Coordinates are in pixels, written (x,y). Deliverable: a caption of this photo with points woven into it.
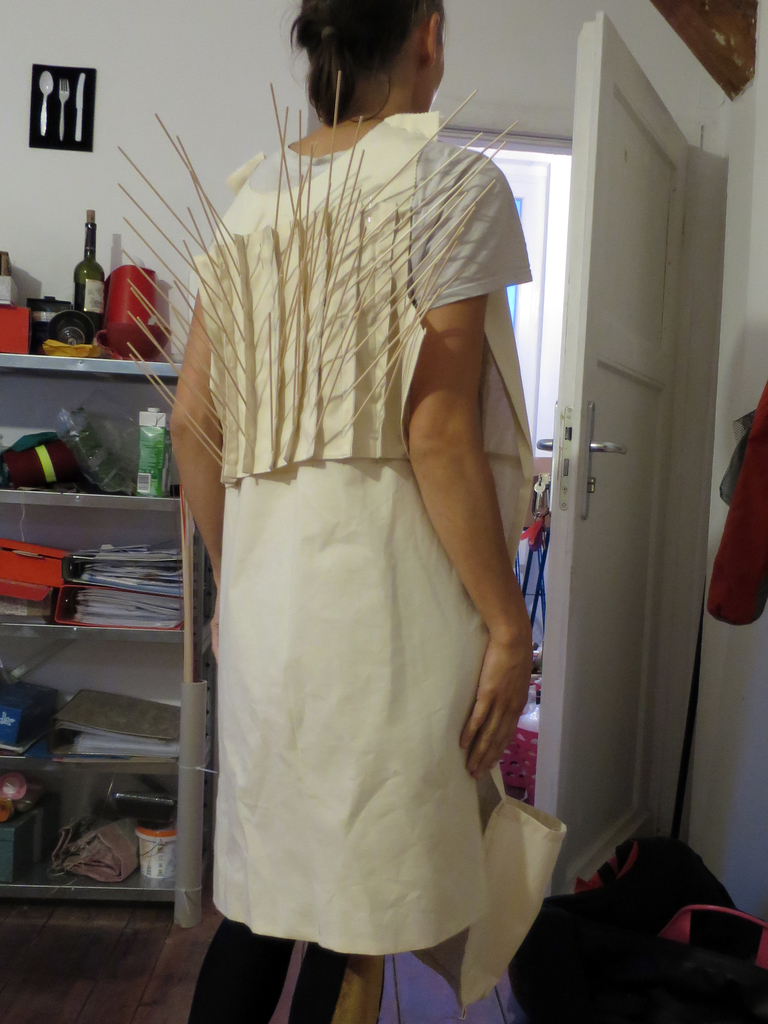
This picture is clicked inside the room (728,827). In this picture, we see a woman (342,688) is standing and she is wearing the dress (333,344) which is having the sticks (322,357). She is holding a bag (502,777) in her hands (481,735). On the left side (110,622), we see a rack (108,632) in which books (97,611), bags (117,412), glass bottle (91,291) and some other objects (91,350) are placed. In the right bottom (550,1018), we see a cloth (681,945) or a bag (726,964) in black color. Beside that, we see a white wall (740,670) and a red color cloth (739,546). Beside that, we see a white door (620,473). In the background (550,475), we see the windows (535,198) and some other objects (537,492). Beside that, we see a wall (53,60) on which spoon (46,114), fork (63,125) and knife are placed.
